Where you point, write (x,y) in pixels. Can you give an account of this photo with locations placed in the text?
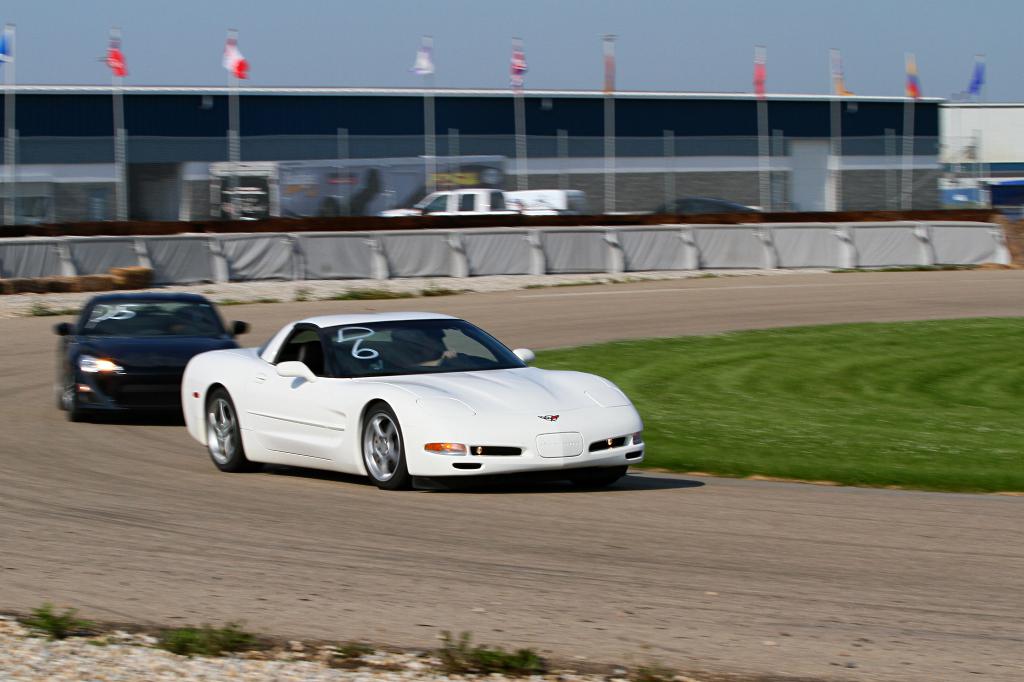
In this image in the center (420,396) there are two cars (347,358), at the bottom (159,586) there is walkway (804,521) and grass (916,365). And in the background (939,136) there are vehicles (515,200), poles (433,150), flags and building (891,148) and objects (973,178). At the top (210,35) there is sky (505,48).
